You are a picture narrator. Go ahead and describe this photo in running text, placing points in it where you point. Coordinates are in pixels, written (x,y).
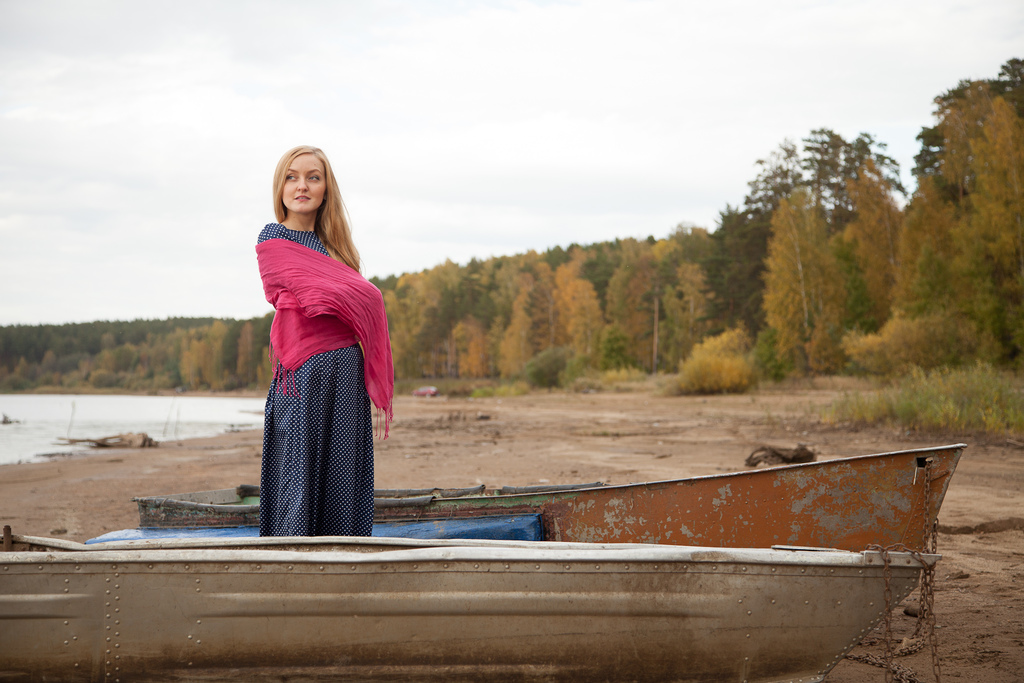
In this image I can see a person (311,304) standing and the person (297,250) is wearing pink and blue color dress (305,298). In front I can see a boat (845,539), background (987,338) I can see trees (536,298) in green color and the sky (556,107) is in white color.
